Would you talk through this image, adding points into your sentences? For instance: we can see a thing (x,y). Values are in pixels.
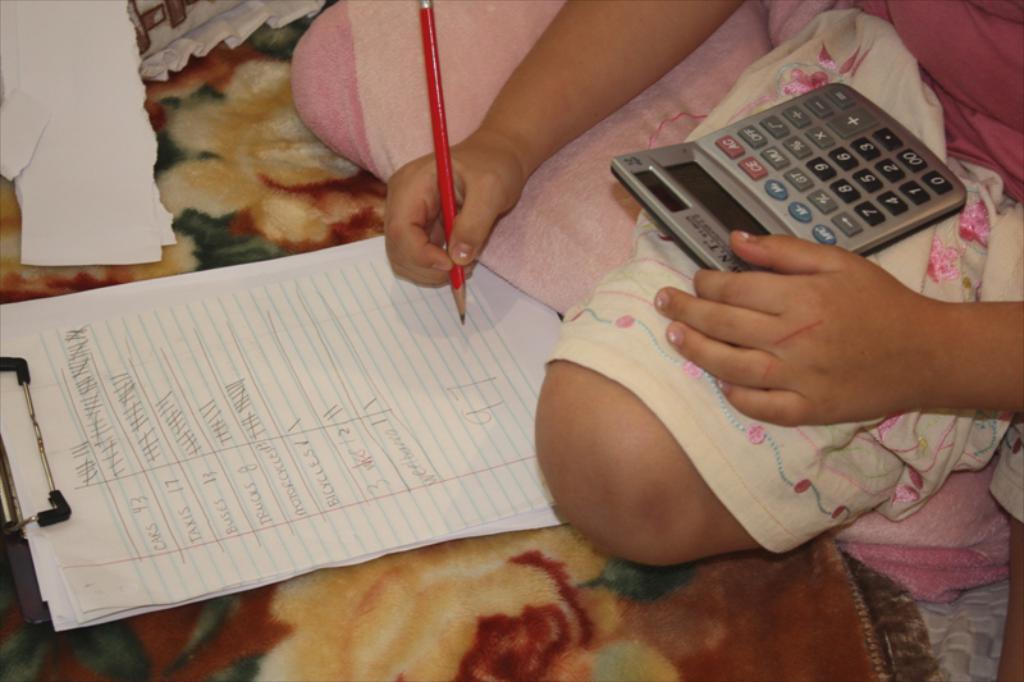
In the image we can see there is a person (784,384) sitting on the bed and holding calculator (643,175) and pencil (437,94) in her hand (414,245). There are paper (400,312) kept on the exam pad (400,312).
